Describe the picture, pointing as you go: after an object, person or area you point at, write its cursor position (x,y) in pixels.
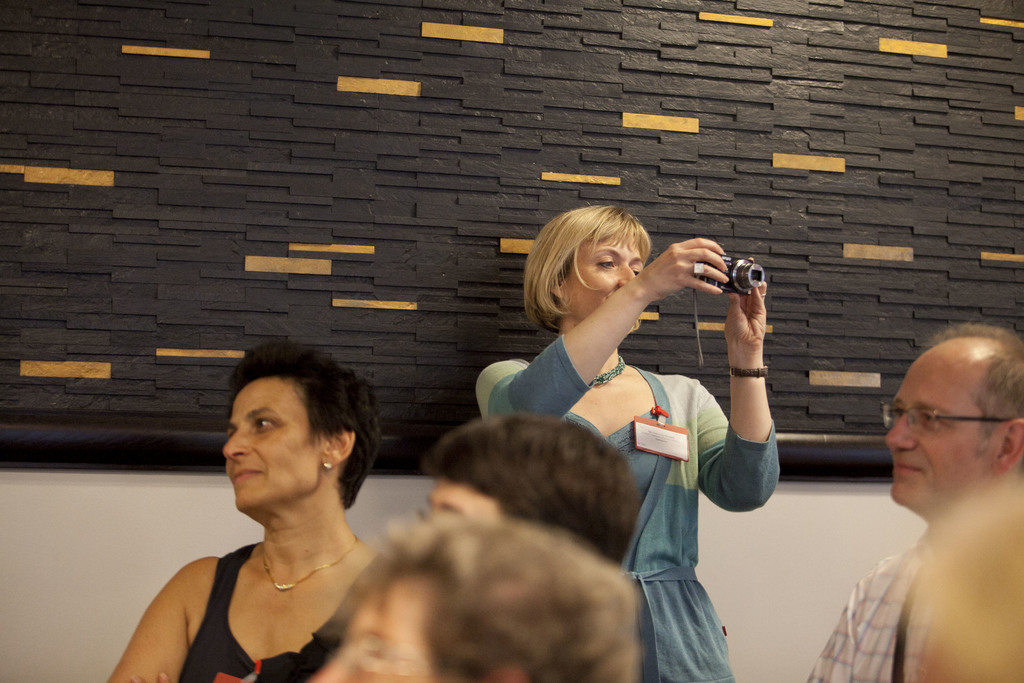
In the image we can see there are people (556,596) wearing clothes (648,633) and the left side woman (275,604) is wearing neck chain (277,586) and ear stud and this woman (674,612) is holding a camera (744,284) in her hand (731,301). This is a wall (711,318).
